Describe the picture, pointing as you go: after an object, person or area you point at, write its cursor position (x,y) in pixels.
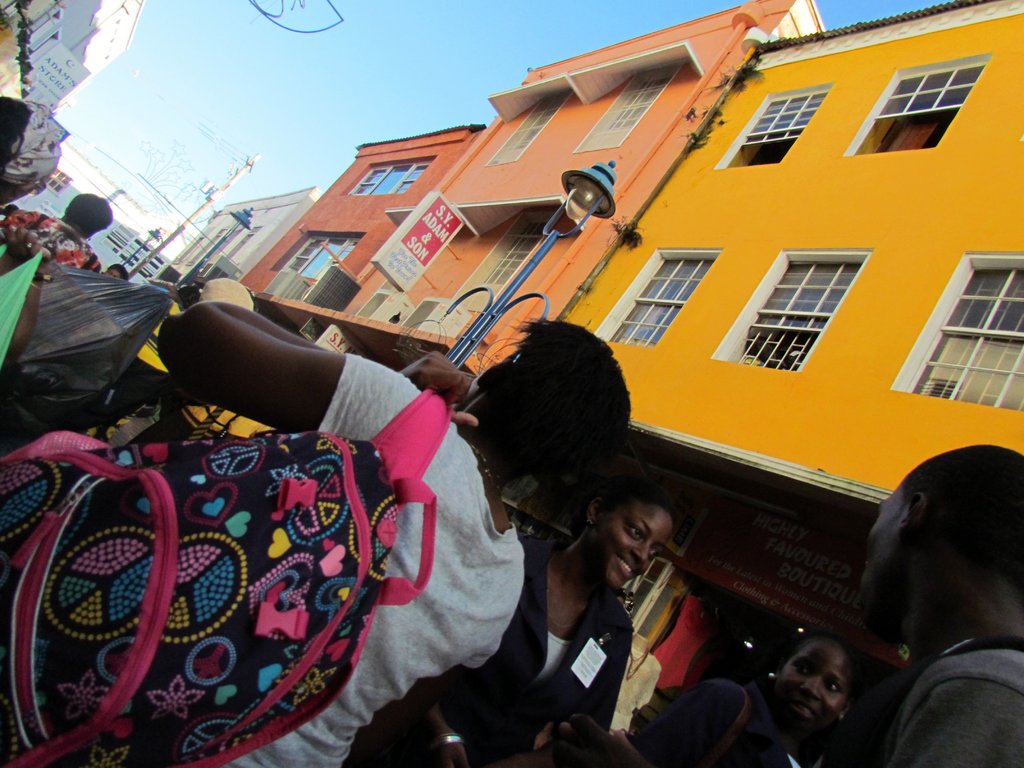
This picture describes about group of people (306,417), on the left side of the image (322,412) we can see a person (411,616) and the person (398,546) wore a bag (368,585), in the background (155,243) we can see few poles (497,316), sign boards (437,245) lights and buildings (504,250).
